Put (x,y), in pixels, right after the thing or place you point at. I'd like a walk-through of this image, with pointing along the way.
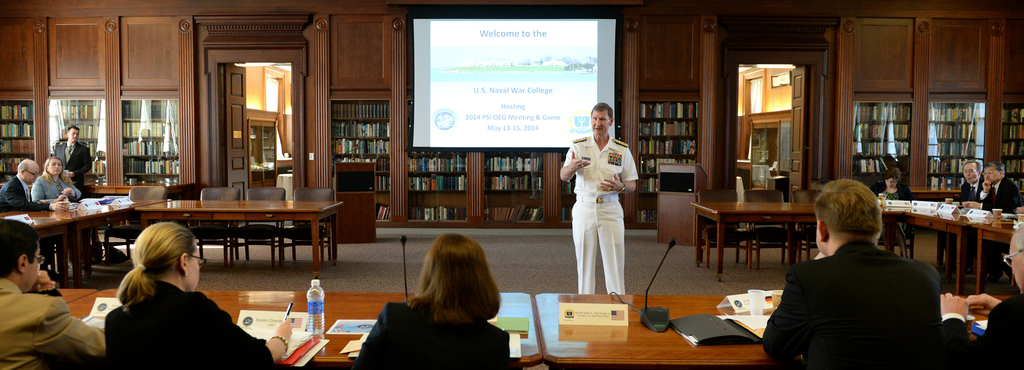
This is a door (244,163). We can other rooms (770,112) here. This is a screen (447,71) and we can see all the books (85,133) are arranged in a rack (92,132) in cupboards (976,140). This is a floor (547,264). We can see one man (576,190) standing and talking. We can see all the persons (480,337) sitting on chairs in front of a table (630,326) and on the table (571,350) we can see bottles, papers (340,333), boards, mikes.
